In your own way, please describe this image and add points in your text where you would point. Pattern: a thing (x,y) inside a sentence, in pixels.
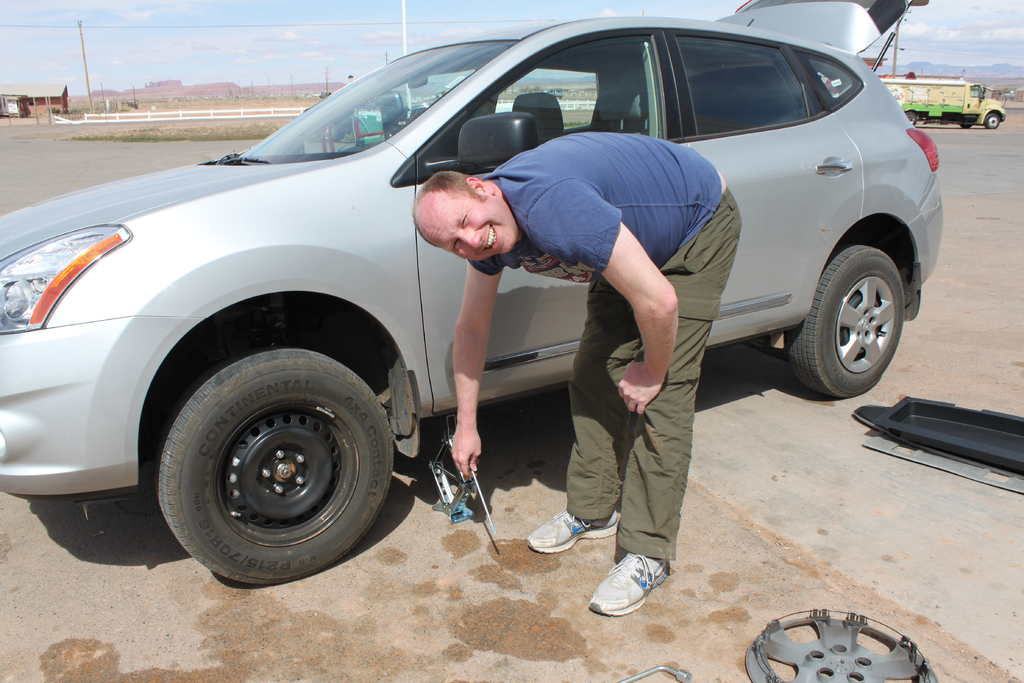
In this image there is a person (614,466) standing and holding an object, car (31,283), rim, vehicle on the road (957,228), house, and in the background (937,25) there is sky (92,54).
